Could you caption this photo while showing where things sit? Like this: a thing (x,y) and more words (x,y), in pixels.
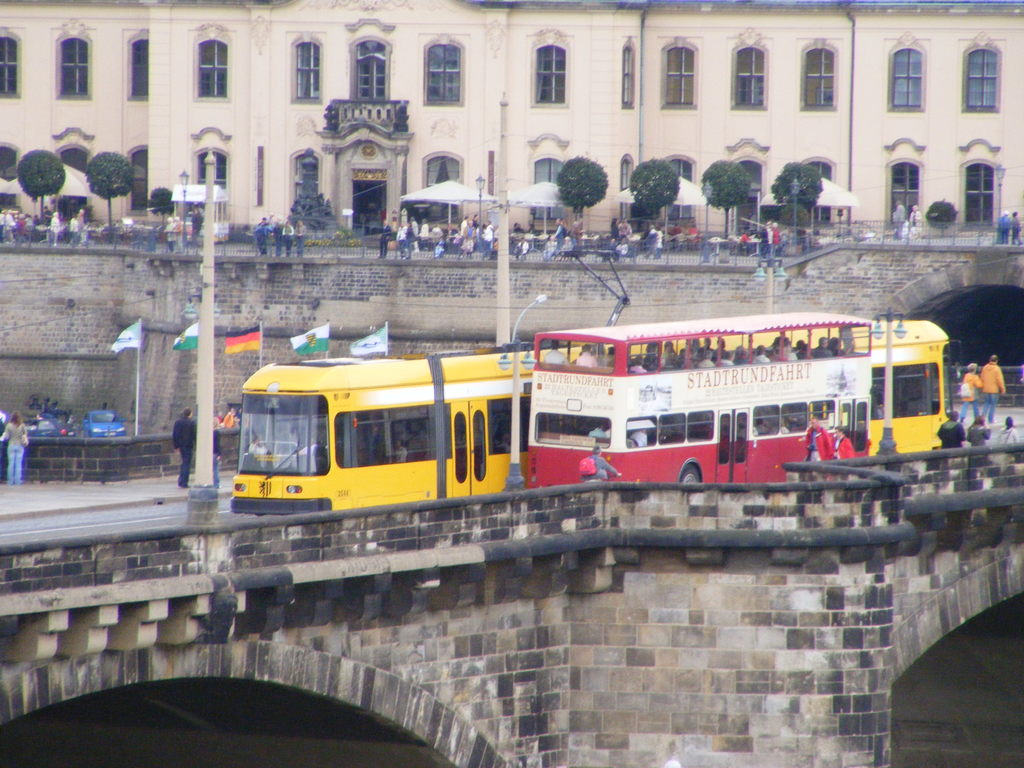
In this image we can see group of vehicles (240,455) parked on the bridge (528,516), a group of people (1009,434) is standing. In the background (381,348), we can see some flags (362,351), poles (203,335), a building (289,152) with windows (914,99) and door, a group of trees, a fence (118,241) and some tents (773,194).
